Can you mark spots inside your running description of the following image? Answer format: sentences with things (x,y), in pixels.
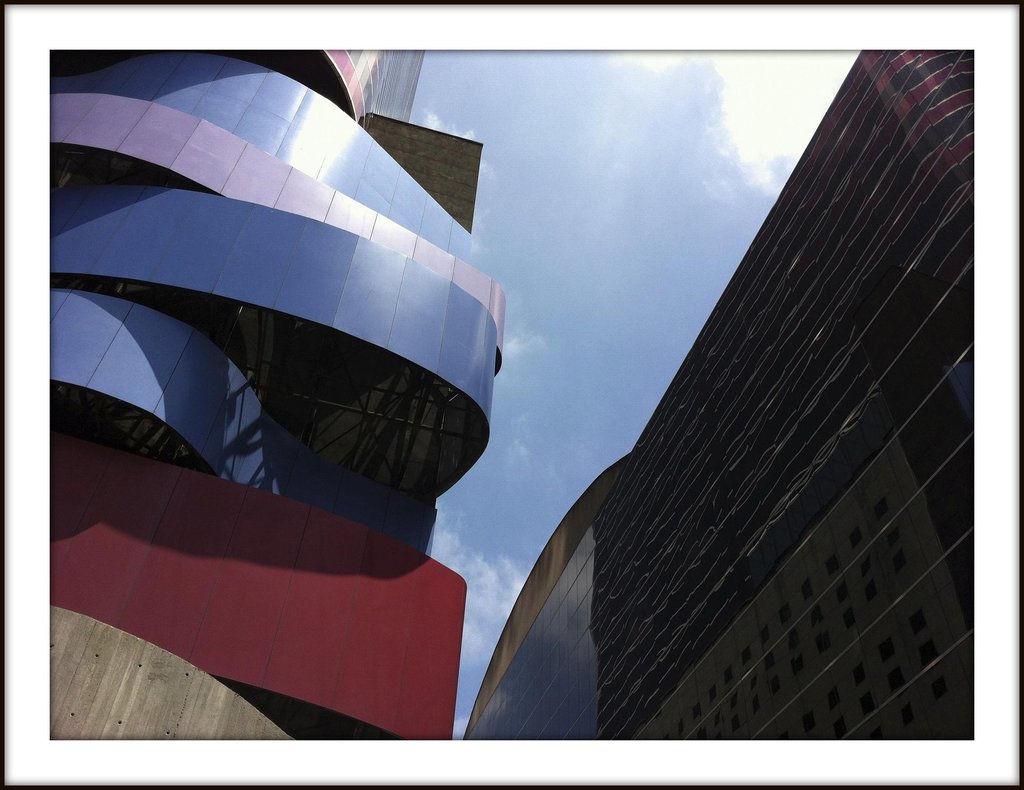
In this image I can see there is a building (284,313), it has glass windows (895,386) and the sky (594,207) is partly cloudy.
